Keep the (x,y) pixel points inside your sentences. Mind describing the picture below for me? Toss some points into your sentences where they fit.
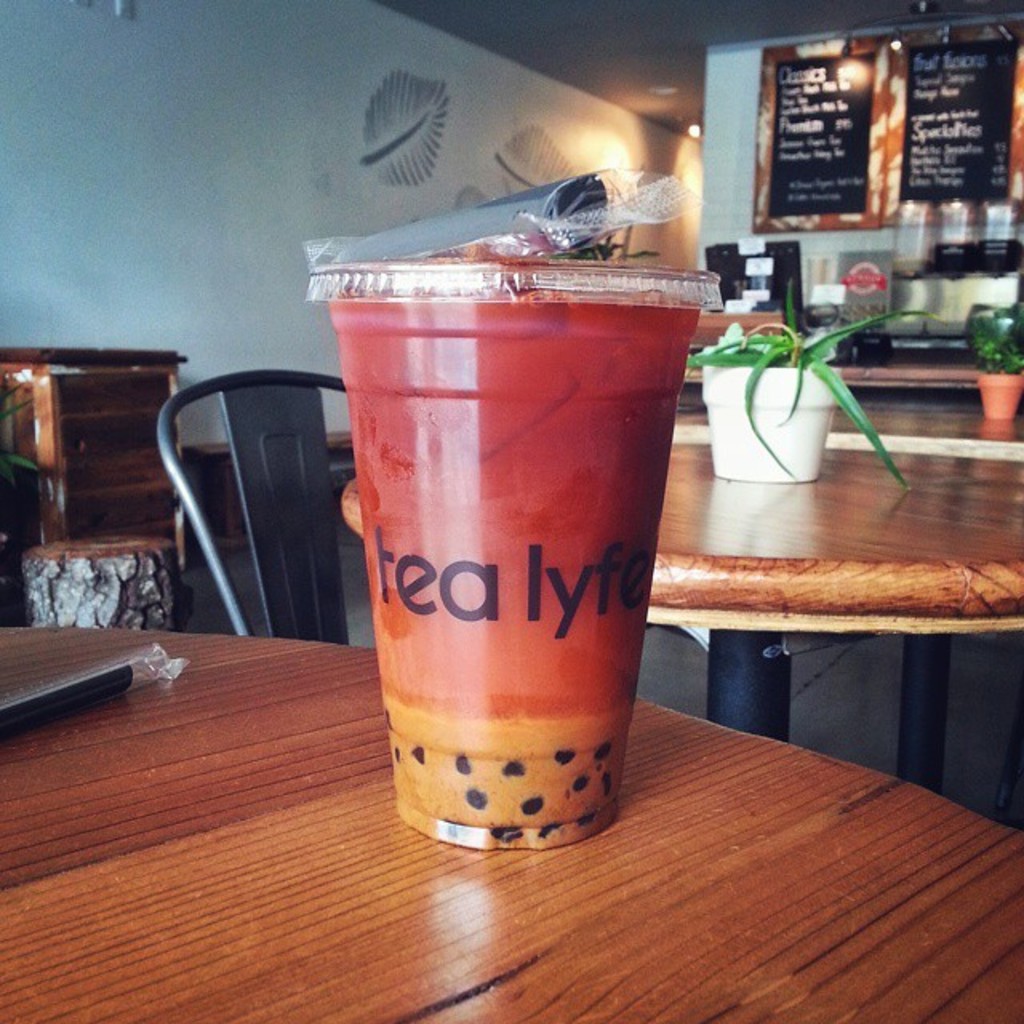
In the image we can see there is a table (359,777) on which there is juice glass (428,589) and on the other table (681,477) there is a vase (759,413) in which there is a plant (760,348) and at the back (847,131) on the wall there are blackboards (835,148) on which menu (804,151) is written and the wall (252,187) is in white colour and in front of table (349,527) there is a chair (302,488) which is in ash colour.
